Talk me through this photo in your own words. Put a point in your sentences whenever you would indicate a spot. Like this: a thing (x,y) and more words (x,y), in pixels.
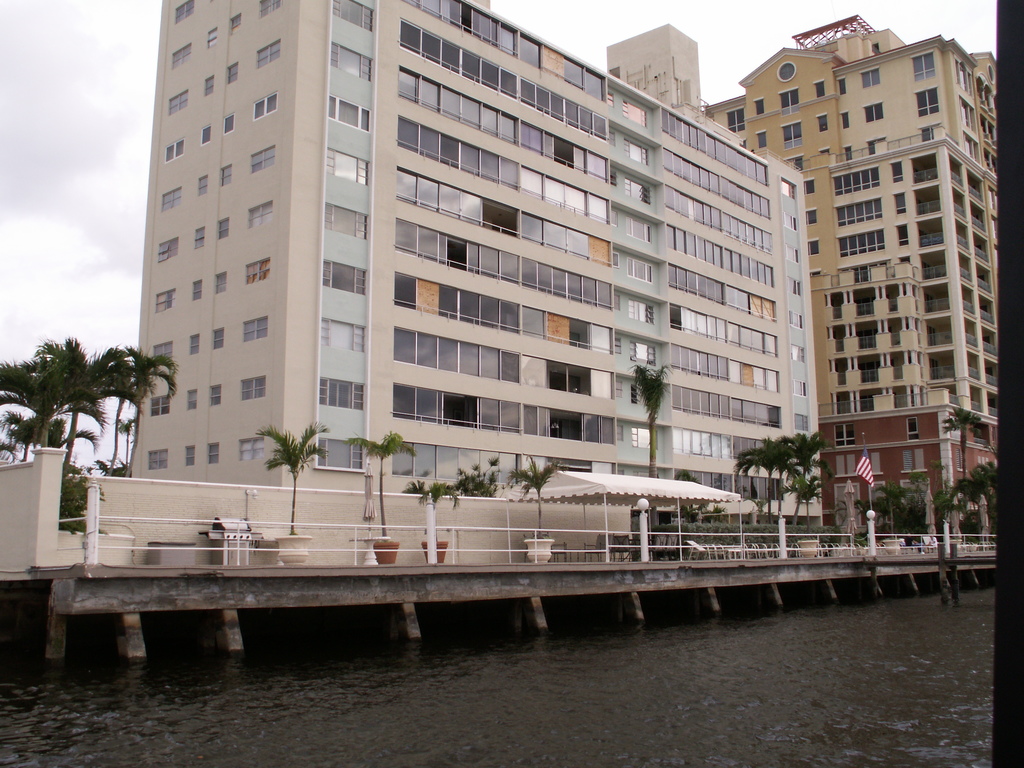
In this image there are few buildings (258,459), flower pots (384,545), trees (916,479), a flag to one of the poles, a bridge (296,588), water (431,689), a fence (880,533) and some clouds (65,294) in the sky (83,336).
